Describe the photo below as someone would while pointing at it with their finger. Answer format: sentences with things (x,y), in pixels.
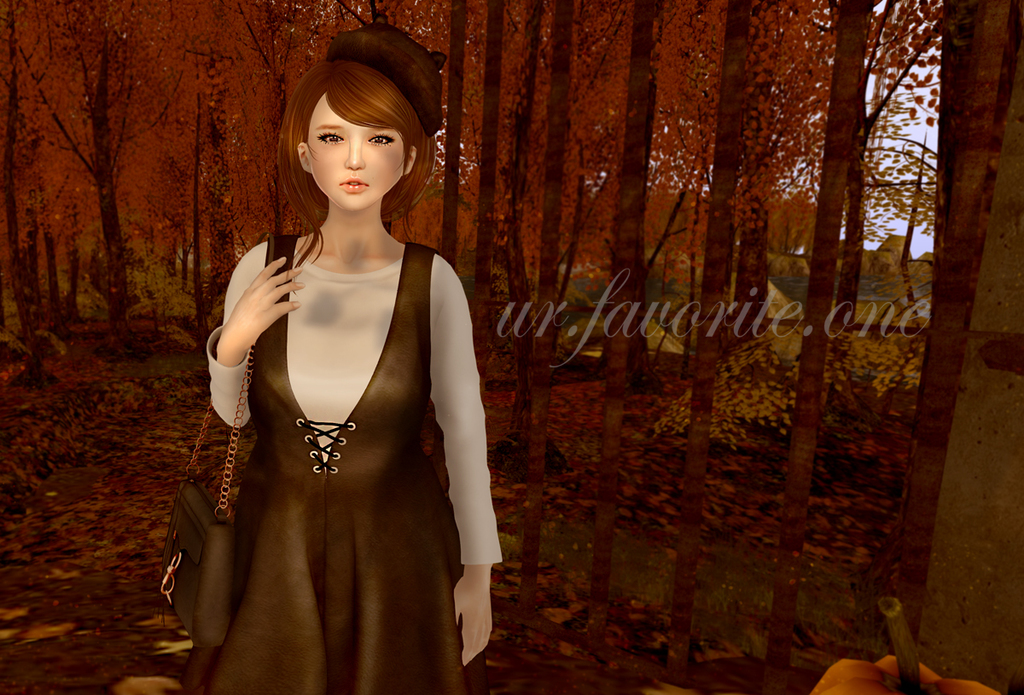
This is an animation, in this image there is one woman (313,289) who is standing and she is holding a handbag (219,544). And at the bottom (145,524) there is grass (726,562) and some dry leaves (620,616) and there is a fruit (862,674), in the background (227,238) there are trees (747,312), plants (894,343), grass (564,366), mountains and sky (919,252).
